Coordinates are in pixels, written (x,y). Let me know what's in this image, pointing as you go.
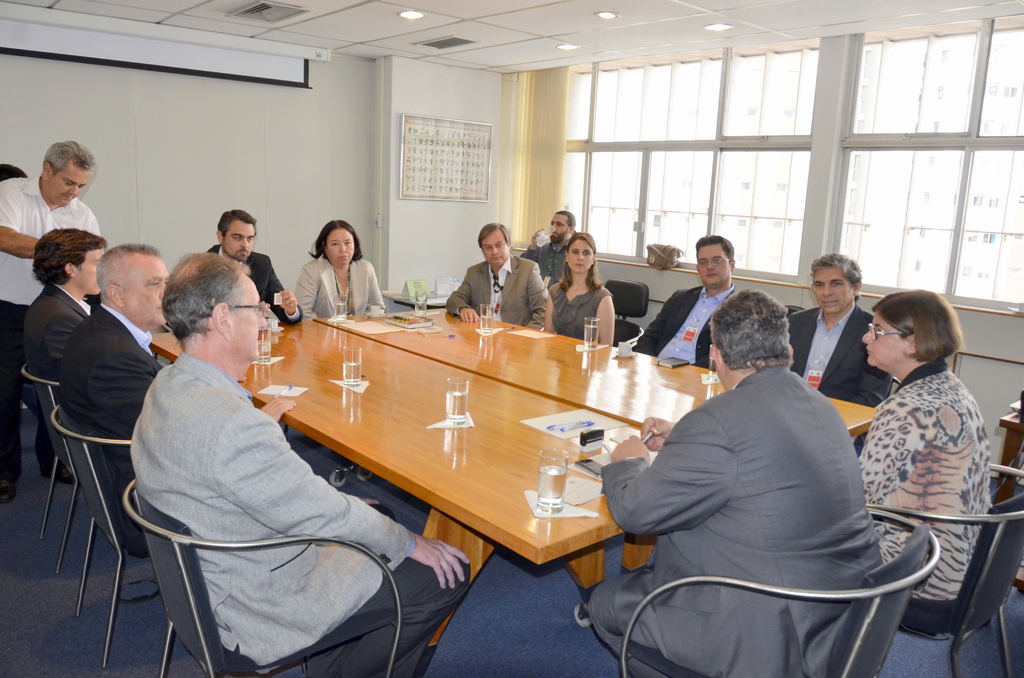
In this image I can see the group of people (845,541) sitting on the chair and one person (77,227) is standing. In front of them there is a table (489,437) and the water glass (461,404) on it. And I can also see the calendar (457,167) to the wall (361,180) and there is a window (741,142) in the image.
